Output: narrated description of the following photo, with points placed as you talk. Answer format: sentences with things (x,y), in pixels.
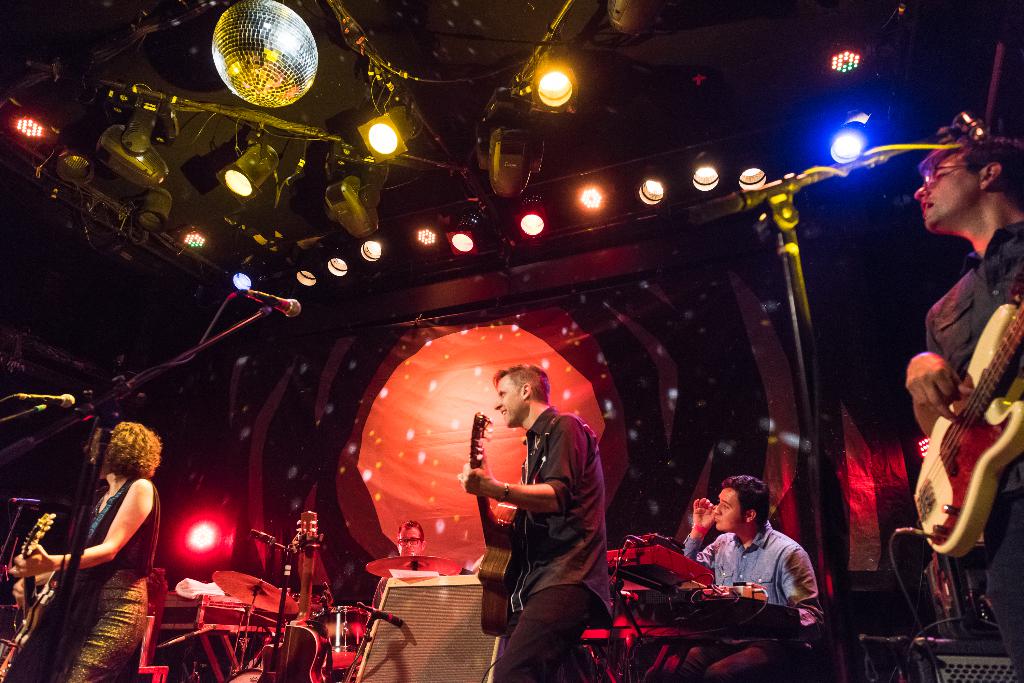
At the top of the picture (282,30) we can see a decorative ball (293,45) and lights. On the background (572,379) we can see a screen (443,402). Here we can see few persons (799,557) sitting and standing and playing musical instruments (991,462).
